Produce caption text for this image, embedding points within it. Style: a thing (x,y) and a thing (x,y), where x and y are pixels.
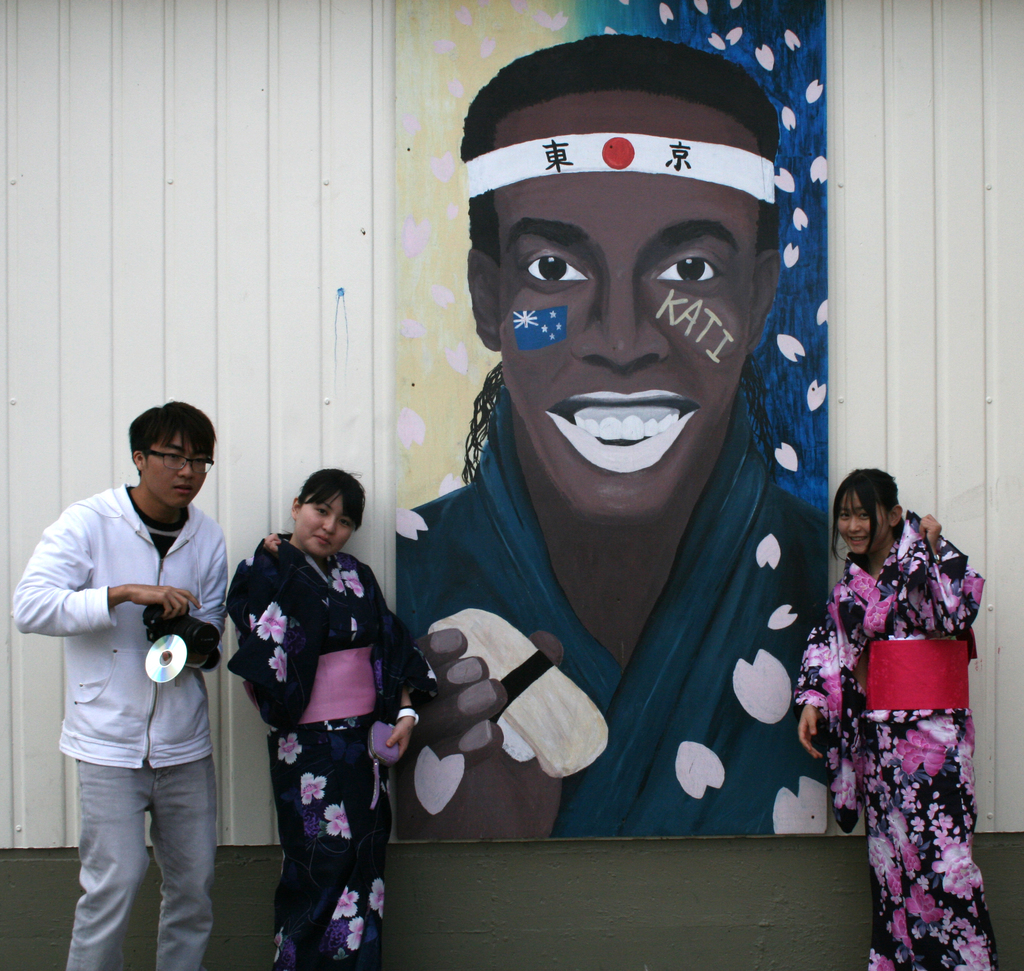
In this picture there are two persons (835,792) standing and smiling and there is a person (154,520) with white jacket (137,669) is standing and holding the camera (203,663). At the back (718,258) there is a painting (628,191) of a person (609,693) on the board (614,662) and at the back (148,184) there is a wall (187,209).
